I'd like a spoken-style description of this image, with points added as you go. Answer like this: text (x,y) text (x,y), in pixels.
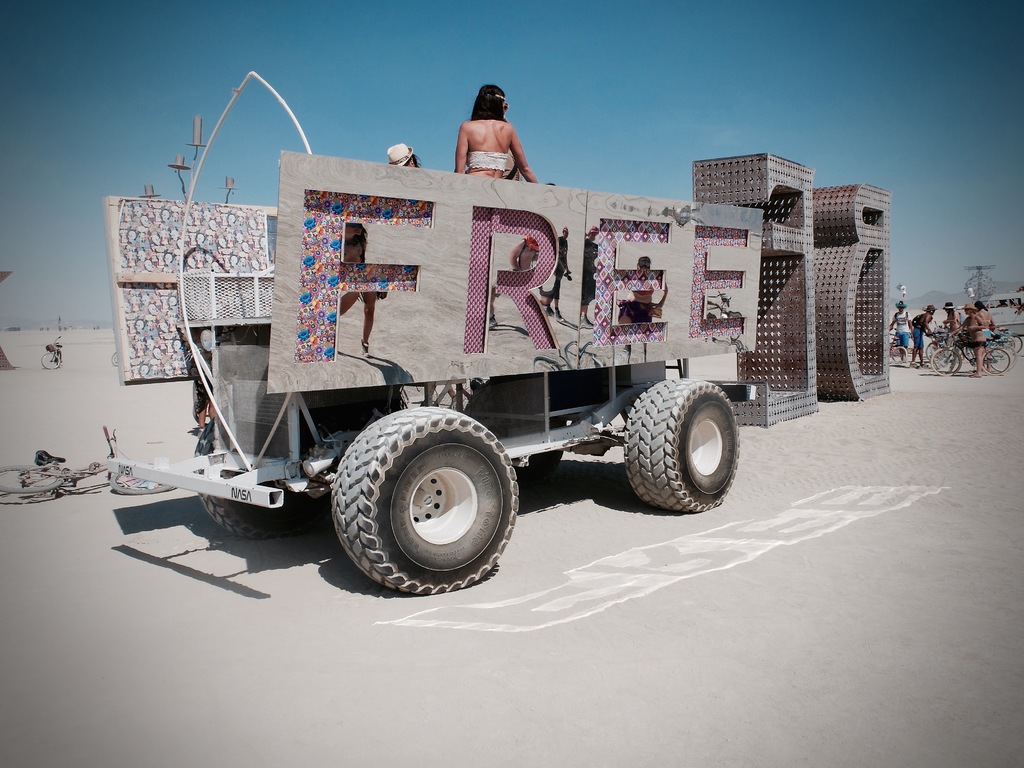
In this image I can see a vehicle (541,456) on the road (629,539). I can see some people (972,357). At the top (655,85) I can see the sky (150,122).
